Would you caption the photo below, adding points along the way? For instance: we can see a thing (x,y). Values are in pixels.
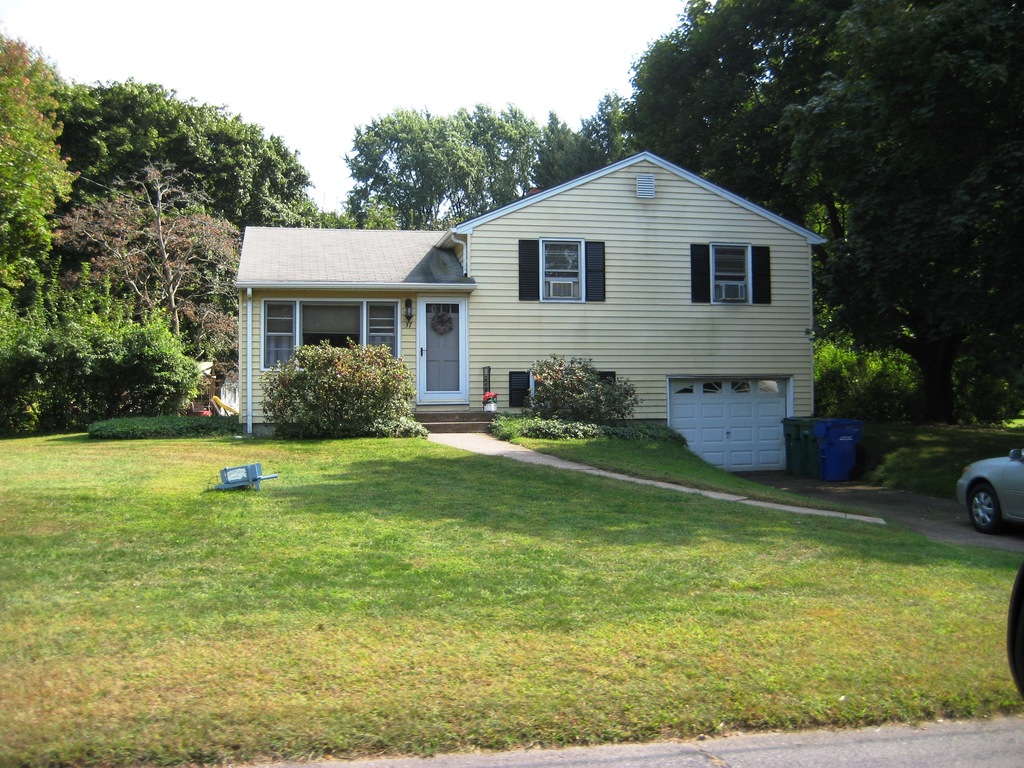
There is a grass (745,605) on the ground (833,617) near a road (907,739). On the right side (1013,480), there is a vehicle (1013,480) on the road (868,501). In the background (809,357), there is a building (555,275) which is having glass windows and roof (268,244), there are trees (694,106) and plants (374,363) on the ground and there is sky (334,140).
